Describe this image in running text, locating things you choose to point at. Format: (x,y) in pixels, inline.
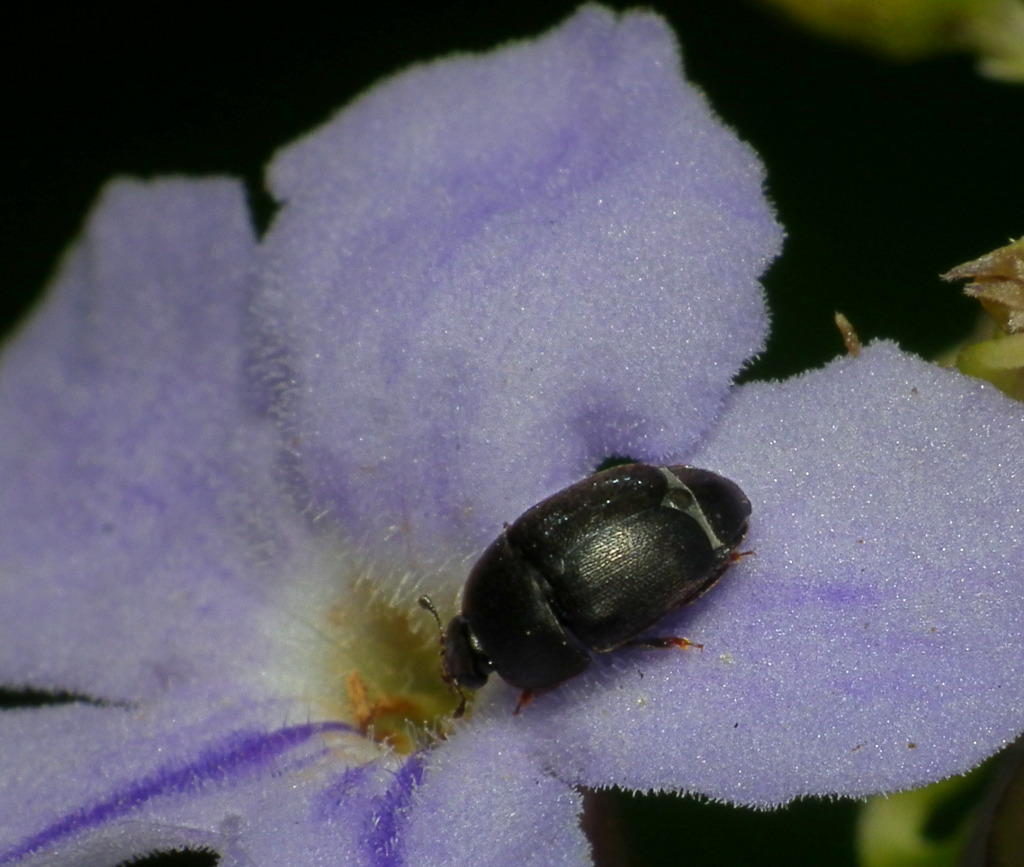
In this picture we can see an insect (495,589) on the purple flower (431,541) and behind the flower (882,348) there is a dark background (207,76) and some green leaves (965,358).
